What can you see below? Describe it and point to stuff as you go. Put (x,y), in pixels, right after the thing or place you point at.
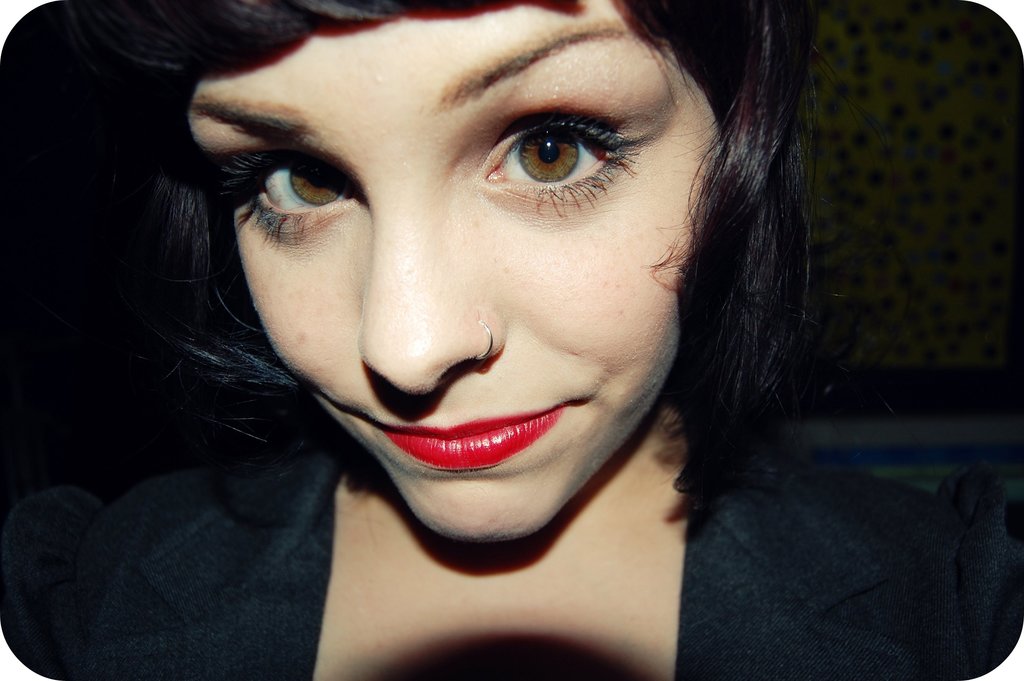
There is one woman (364,262) wearing a black color dress (812,614) is present in the middle of this image (390,341). We can see a wall (887,158) in the background (862,218).
